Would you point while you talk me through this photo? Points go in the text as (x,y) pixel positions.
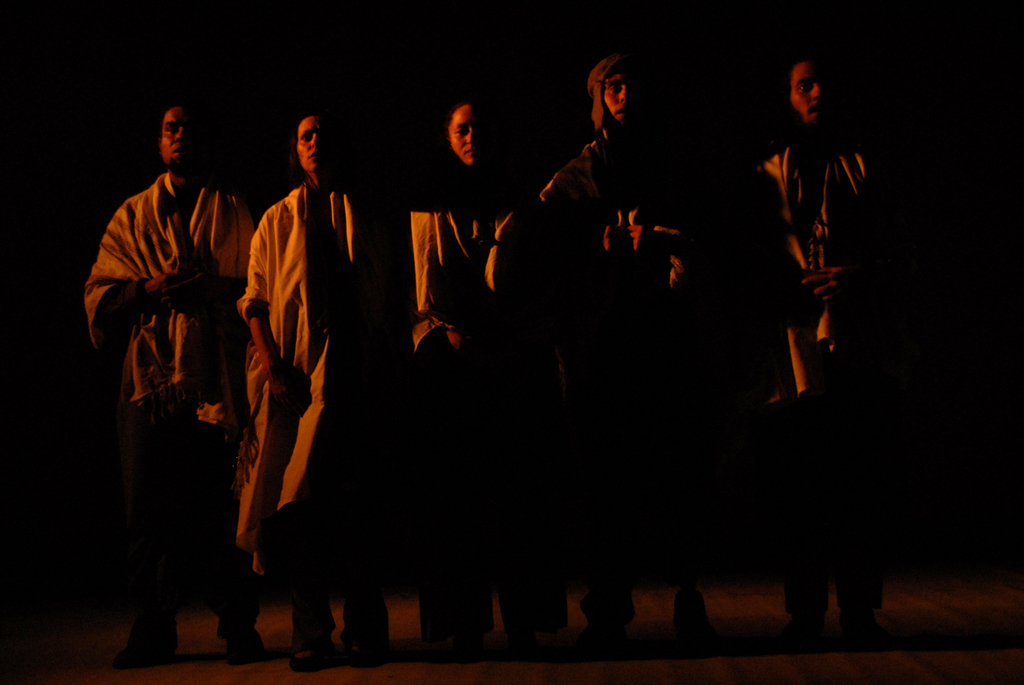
Here we can see five persons (858,399) are standing on the floor (179,679). There is a dark background (961,496).
